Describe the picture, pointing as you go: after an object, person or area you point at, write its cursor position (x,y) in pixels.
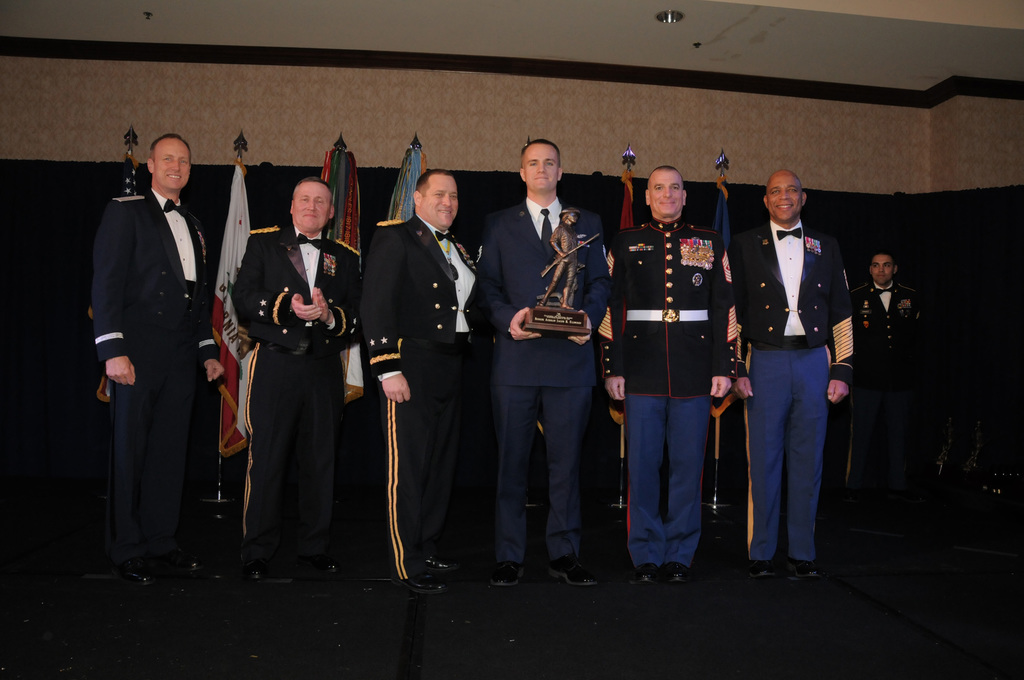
In picture I can see group of men (406,310) are standing among them the man (526,357) in the middle (541,309) is holding an object (554,290) in hands (524,314). These people (567,345) are wearing uniforms (407,331) and suits (522,343). In the background (487,402) I can see flags (410,203), wall (382,162), lights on the ceiling (677,38) and some other objects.
